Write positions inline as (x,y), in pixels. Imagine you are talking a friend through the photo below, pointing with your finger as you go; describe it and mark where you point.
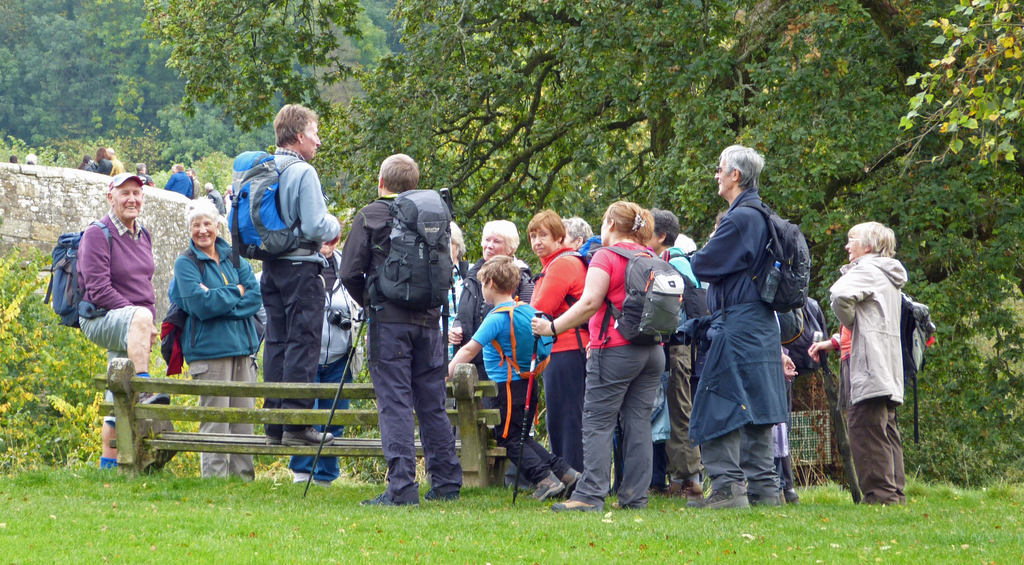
In this picture we can see some men (443,445) and women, standing in the garden (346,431) and discussing something. Behind there are some trees (42,142). In the background (77,209) there is a parapet wall (70,202) and some persons (97,161) are standing and discussing.
